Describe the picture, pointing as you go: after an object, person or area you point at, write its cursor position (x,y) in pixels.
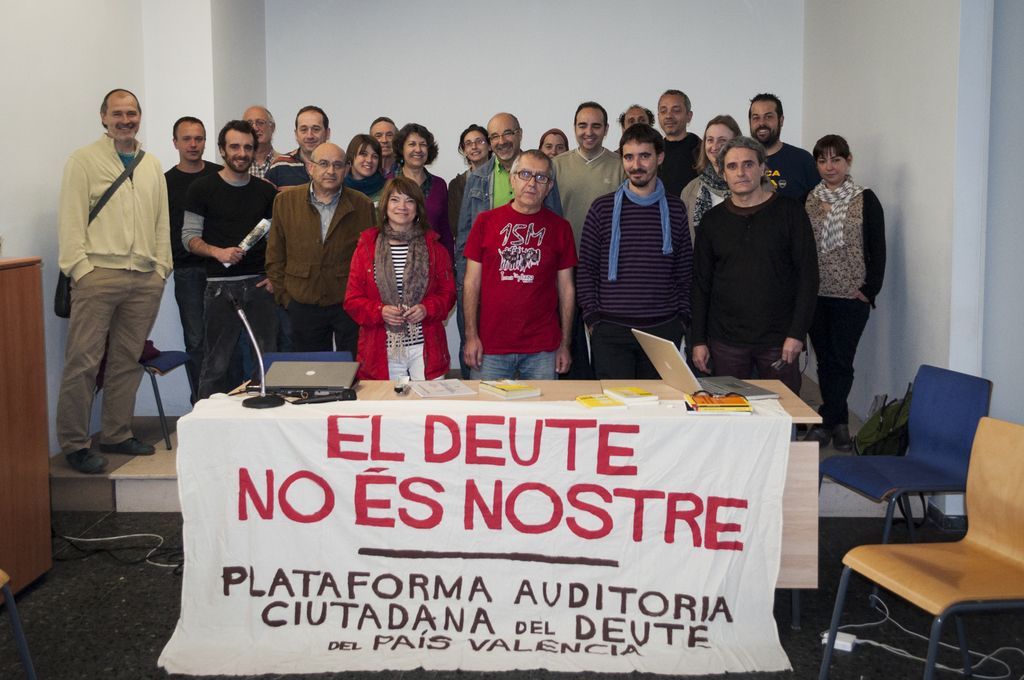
In this picture i can see a group of person (478,268) standing and they are smiling in front of table (432,396) and right side (948,589) there are the chairs (935,570) kept on the floor (837,559) and on the table (794,595) there is a laptop (706,379) and there are some books (705,404) kept on that and there is a mike (243,325) and on the left corner (164,368) i can see a chair (151,374) and there is a wooden table (21,423).
